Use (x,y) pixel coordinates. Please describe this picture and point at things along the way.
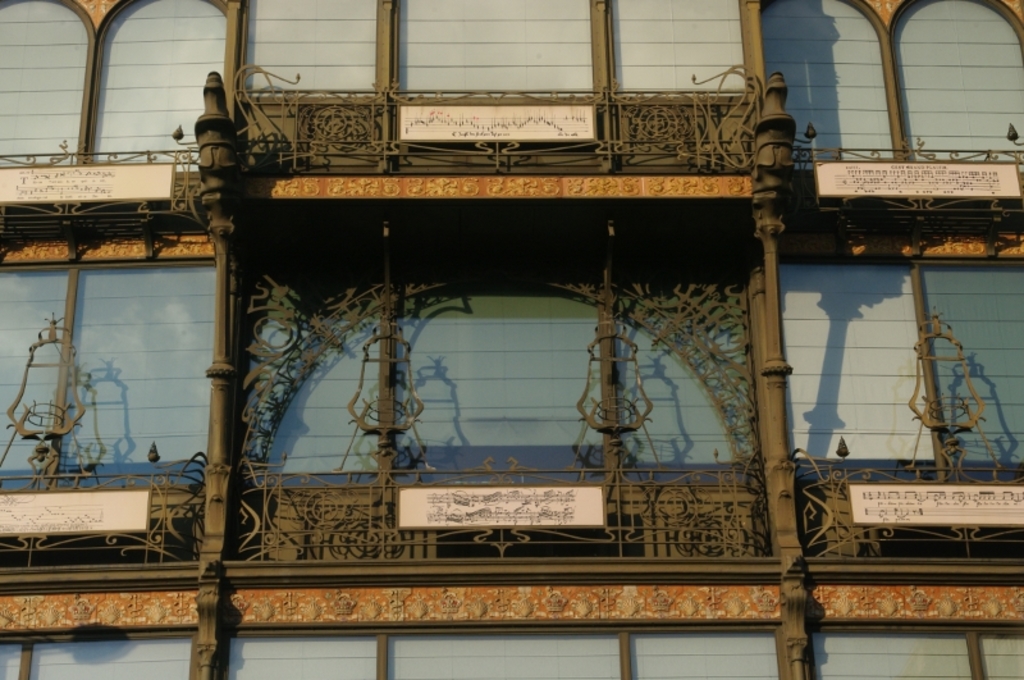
In this image we can see a wall (164,155) with arches (303,340) and pillars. Also there are designs (719,350) with iron materials (257,516). And there are boards (59,503) with something written.
